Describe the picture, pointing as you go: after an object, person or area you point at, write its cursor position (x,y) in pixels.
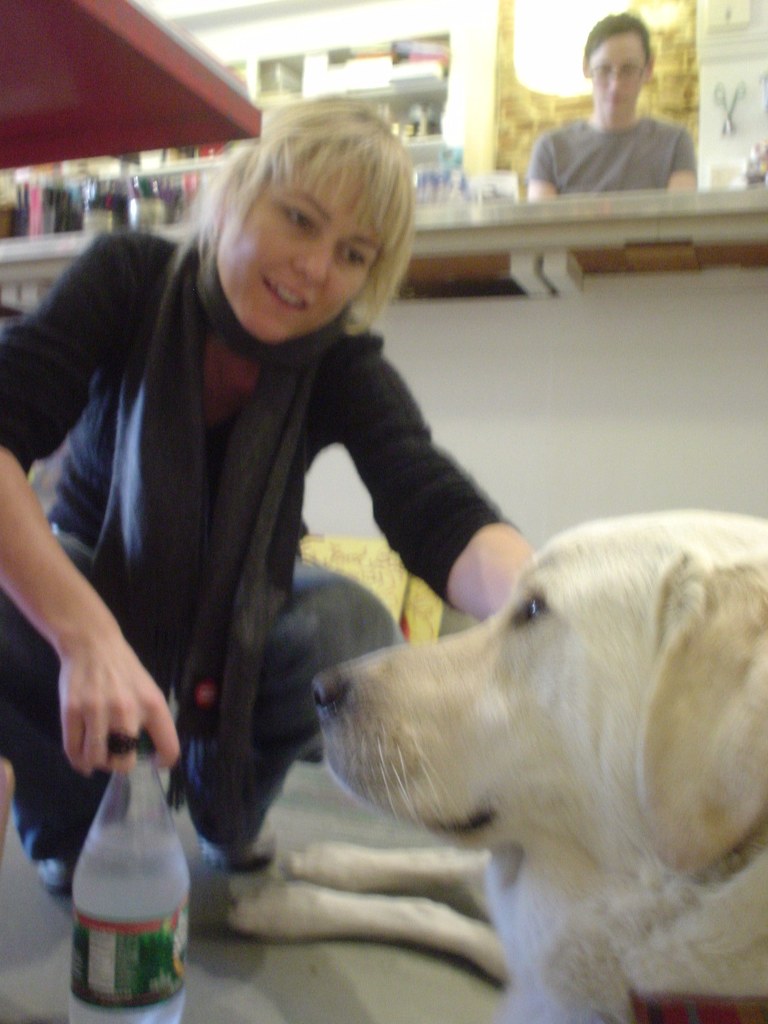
There is a woman (36,731) holding bottle (78,962) and pampering dog (609,543) behind her there is other woman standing and doing something on bench (681,219).
